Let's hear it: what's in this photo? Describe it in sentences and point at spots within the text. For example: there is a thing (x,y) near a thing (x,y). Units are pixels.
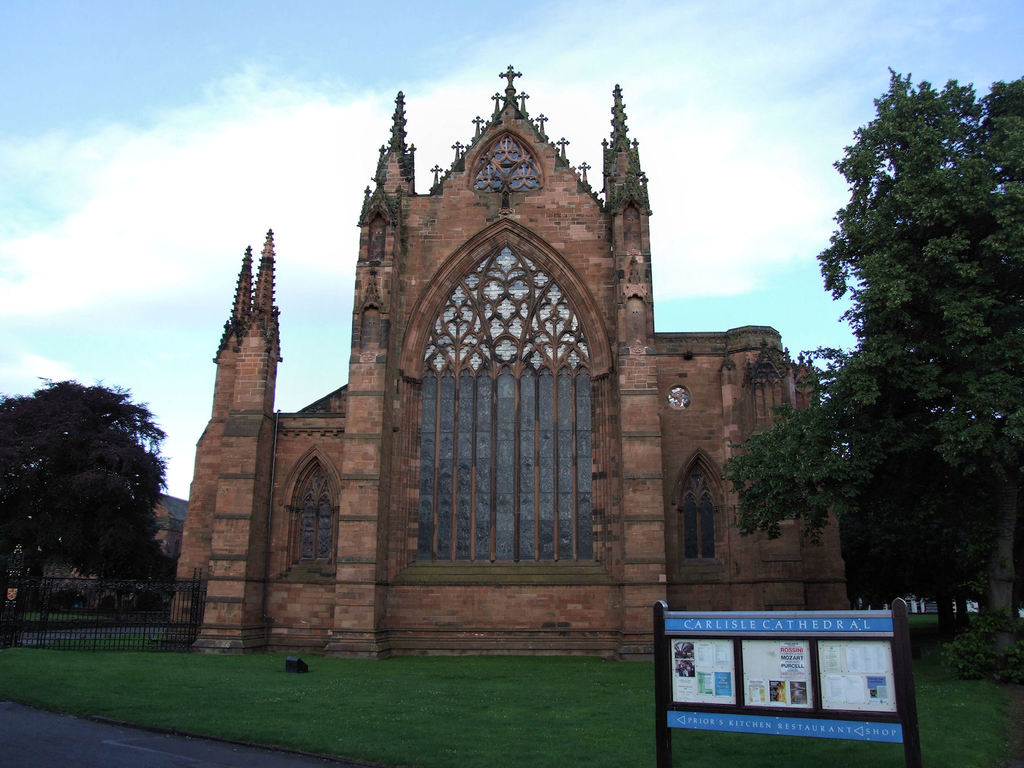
This picture might be taken outside of the building (764,561). In this image, on the right side (935,258), we can see some trees (963,221) and plants (1014,621), we can also see a hoardings (807,673). On the left side (173,580), we can also see some trees (82,475), buildings (197,551), metal fence (195,599). In the middle (517,319) there is a building (560,408), window (483,520). On top (394,57) there is a sky (406,90), at the bottom (622,705) there is a grass (446,722) and a road (168,742).
